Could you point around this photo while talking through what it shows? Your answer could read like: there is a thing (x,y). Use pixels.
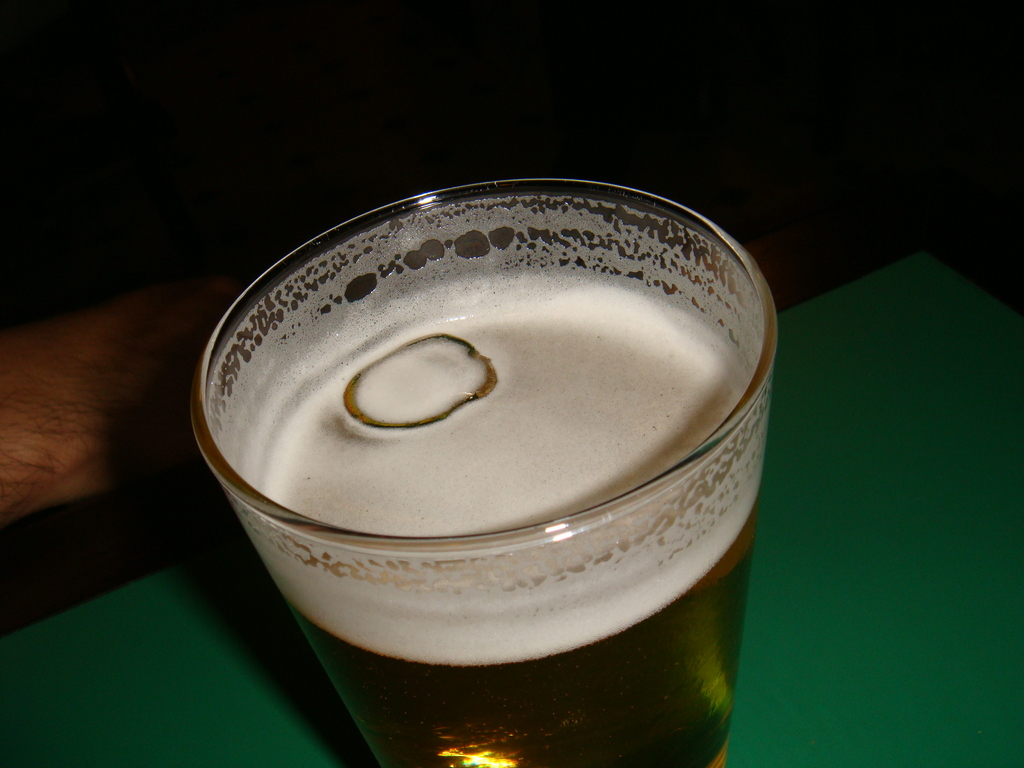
In this picture a glass (420,526) with a drink (514,500) in it is highlighted. This is a slice (431,391), near to the glass (418,410) partial part of human's hand (96,419) is visible. This is a green colour mat (906,627).
